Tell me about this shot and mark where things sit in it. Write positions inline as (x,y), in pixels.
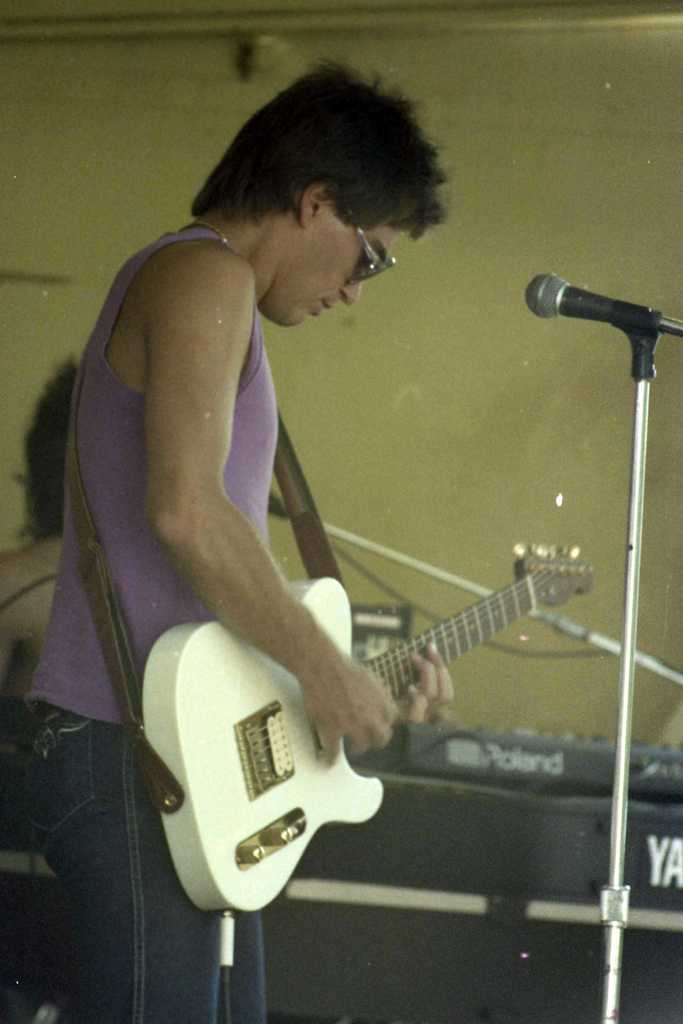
Here, the man (198,325) in purple t-shirt (253,478) is holding guitar (336,766) in his hands (313,705) and playing it. He is even wearing goggles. In front of him, we see microphone (639,537). Behind him, we see a person (20,589) playing musical instrument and behind these people (7,604), we see a yellow wall (493,128).
